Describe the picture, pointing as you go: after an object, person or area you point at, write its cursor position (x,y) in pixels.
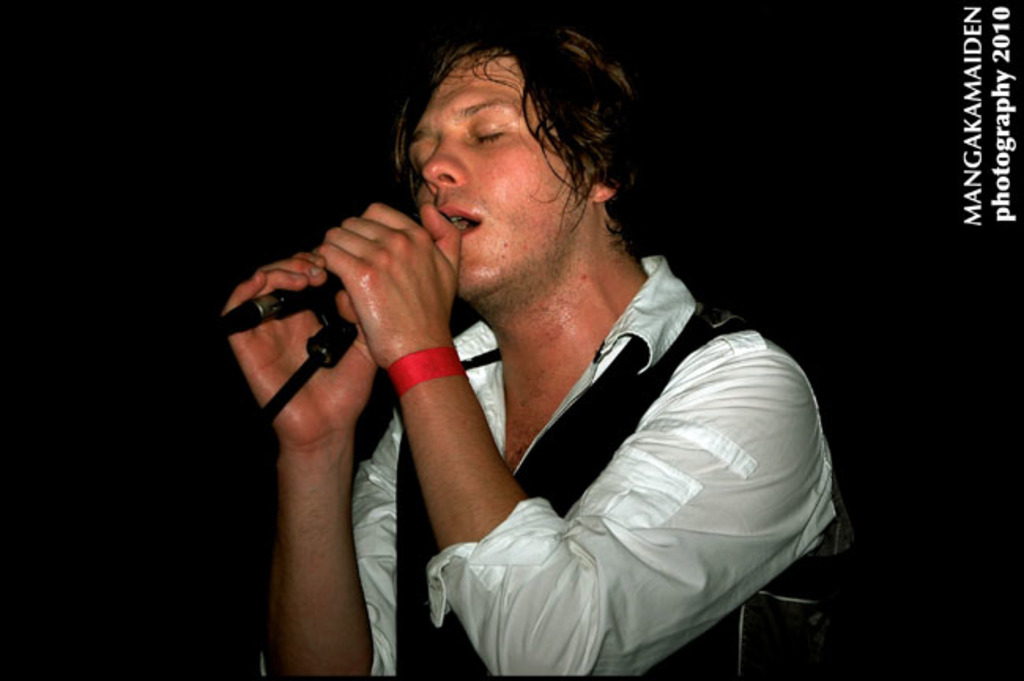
In this image there is a person (667,319) with white shirt (611,585), he is holding microphone (325,296) and he is singing.
